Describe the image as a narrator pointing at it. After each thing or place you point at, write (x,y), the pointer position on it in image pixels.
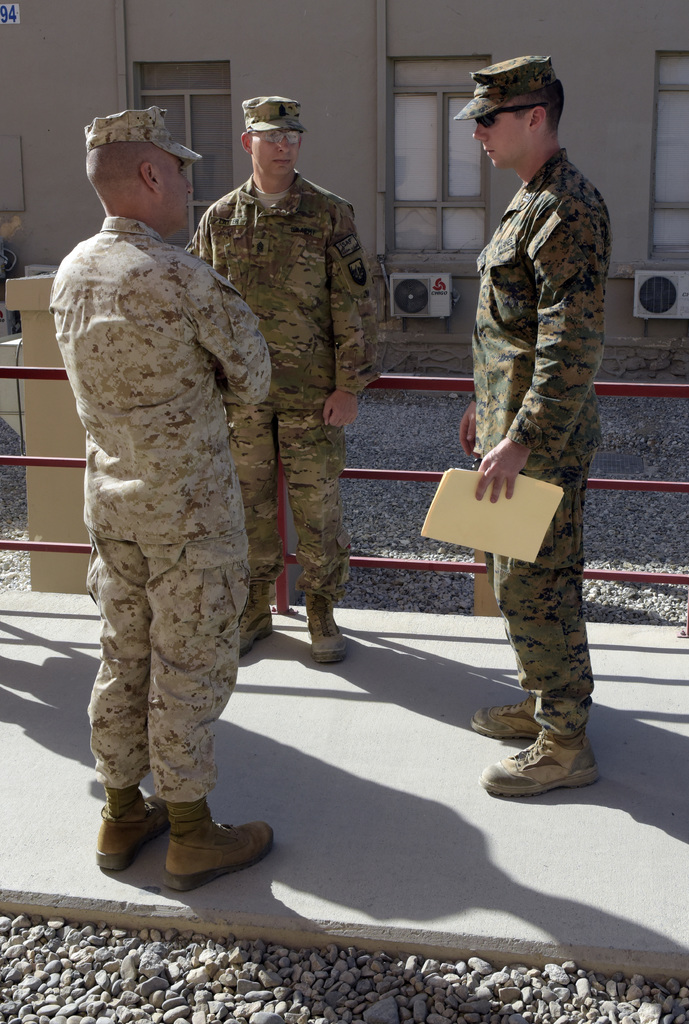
In this image there are three officers (336,544) standing on road (52,714) beside the fence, behind them there is a building (624,303) on which we can see windows (688,60) and AC ventilators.
